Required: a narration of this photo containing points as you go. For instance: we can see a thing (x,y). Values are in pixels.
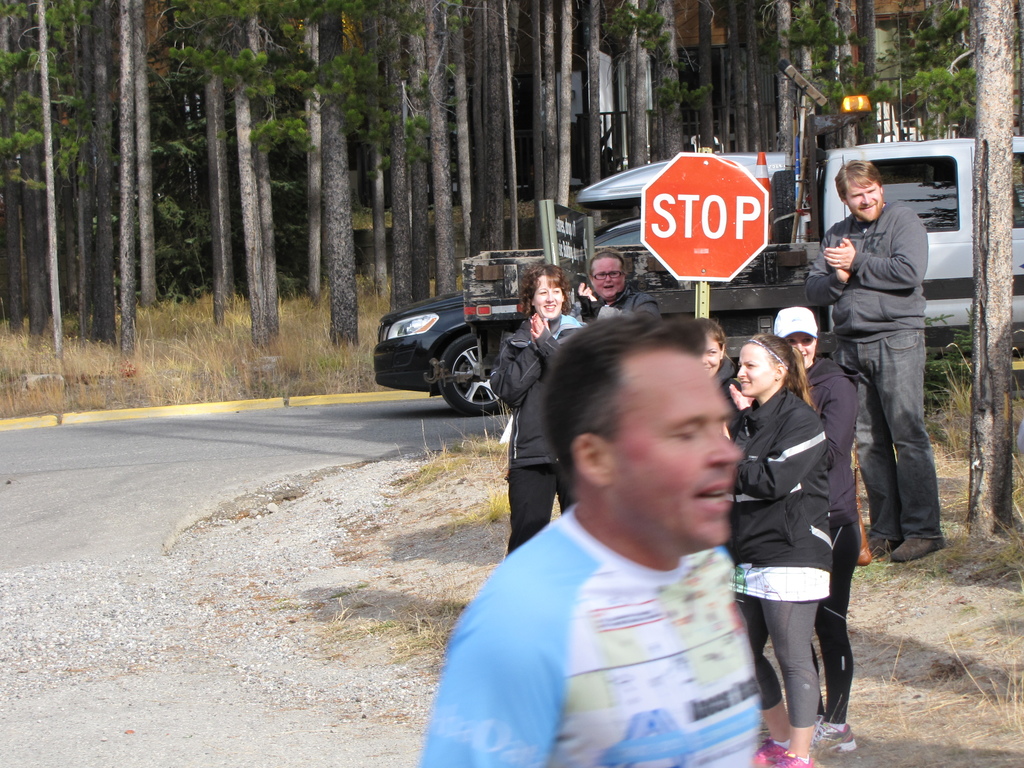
This image is taken outdoors. In the background (216,157) there are many trees (311,147) and there is a building (691,29). At the bottom of the image (87,722) there is a road (190,520) and there is a ground (460,590) with grass (984,657) on it. On the right side of the image (746,276) a truck (764,298) is moving on the road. There is a board (565,258) with a text (568,244) on it and there is a signboard (742,241). A few people (712,336) are standing on the ground (458,473) and a man (679,678) is running on the ground (472,486).
